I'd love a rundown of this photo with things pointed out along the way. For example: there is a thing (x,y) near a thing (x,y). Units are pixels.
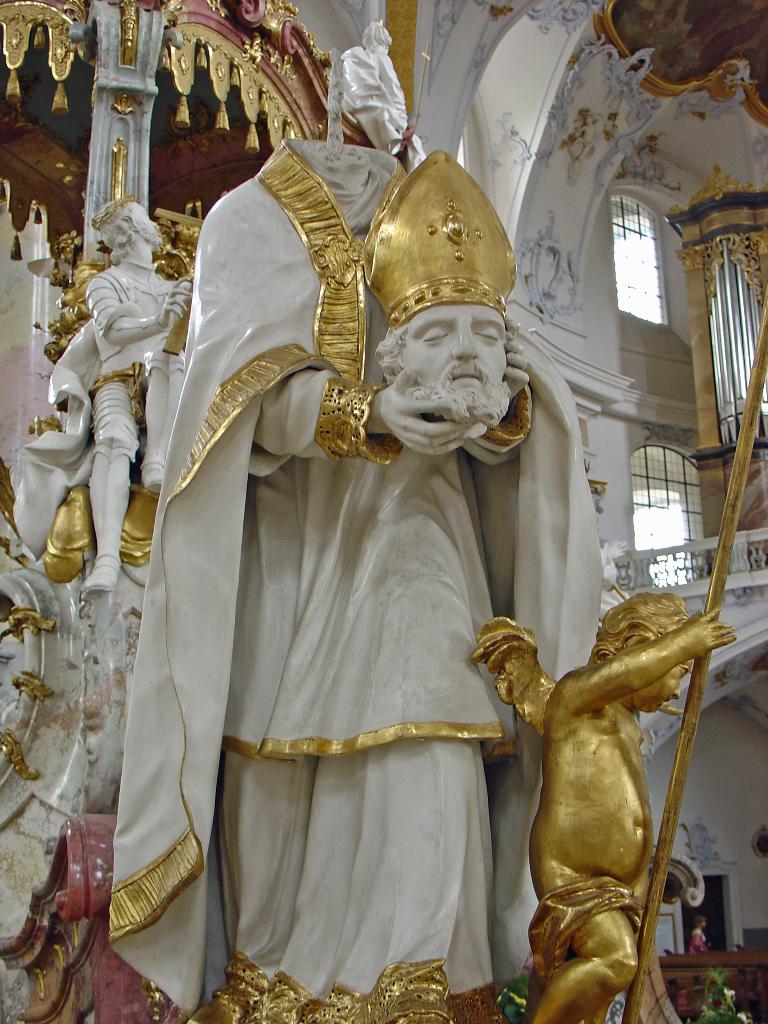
In the center of the image (418,450) there is a statue (308,823). In the background (71,577) we can see statues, windows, door (711,905), person (694,948) and wall (596,253).
